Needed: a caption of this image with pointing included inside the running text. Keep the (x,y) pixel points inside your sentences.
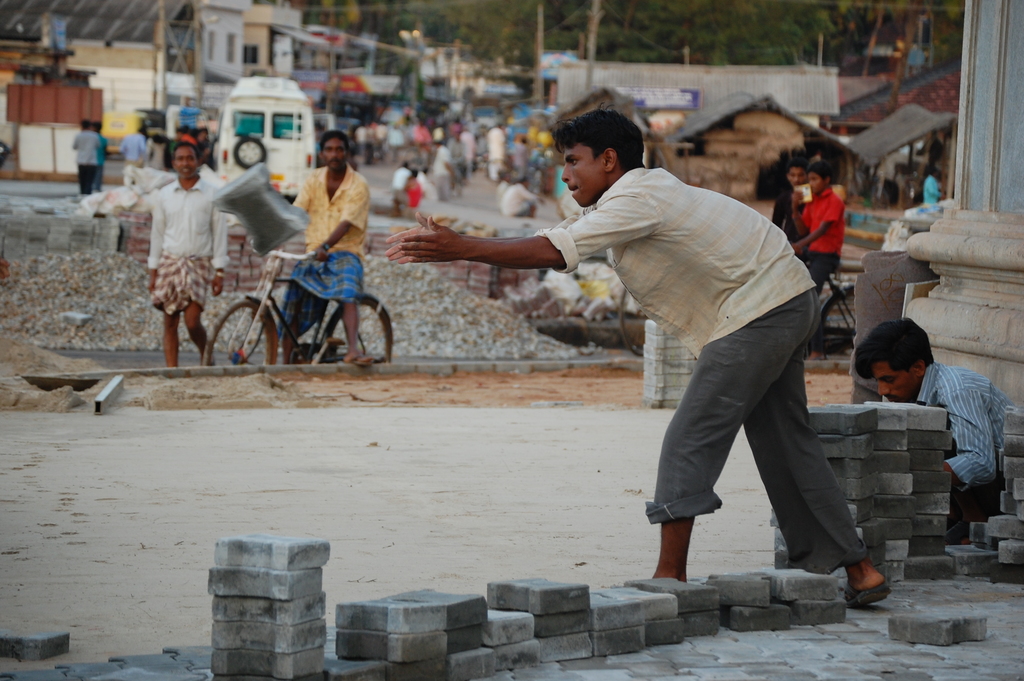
In this image I can see group of people (653,516), some are standing and some are walking. In front the person (312,291) is sitting on the bi-cycle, background (263,79) I can see few vehicles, buildings (672,132) and few poles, and I can see trees (515,60) in green color.
